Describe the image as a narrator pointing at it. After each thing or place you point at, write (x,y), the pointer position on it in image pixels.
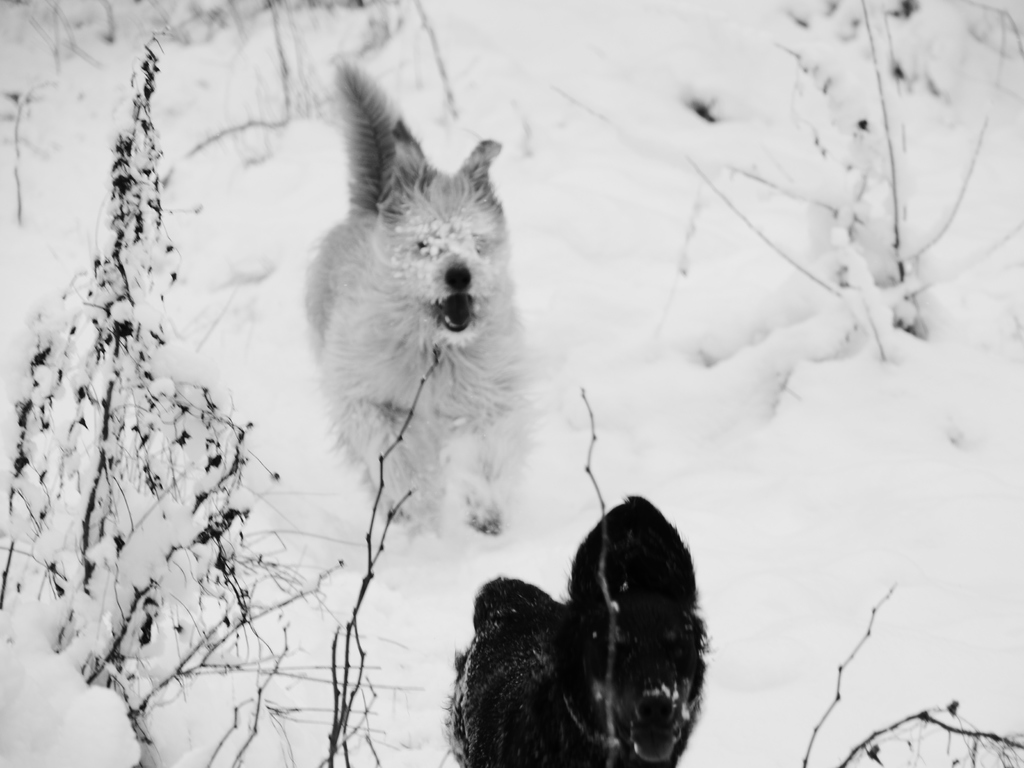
In this image we can see two dogs (475,235) in the snow (528,532).
